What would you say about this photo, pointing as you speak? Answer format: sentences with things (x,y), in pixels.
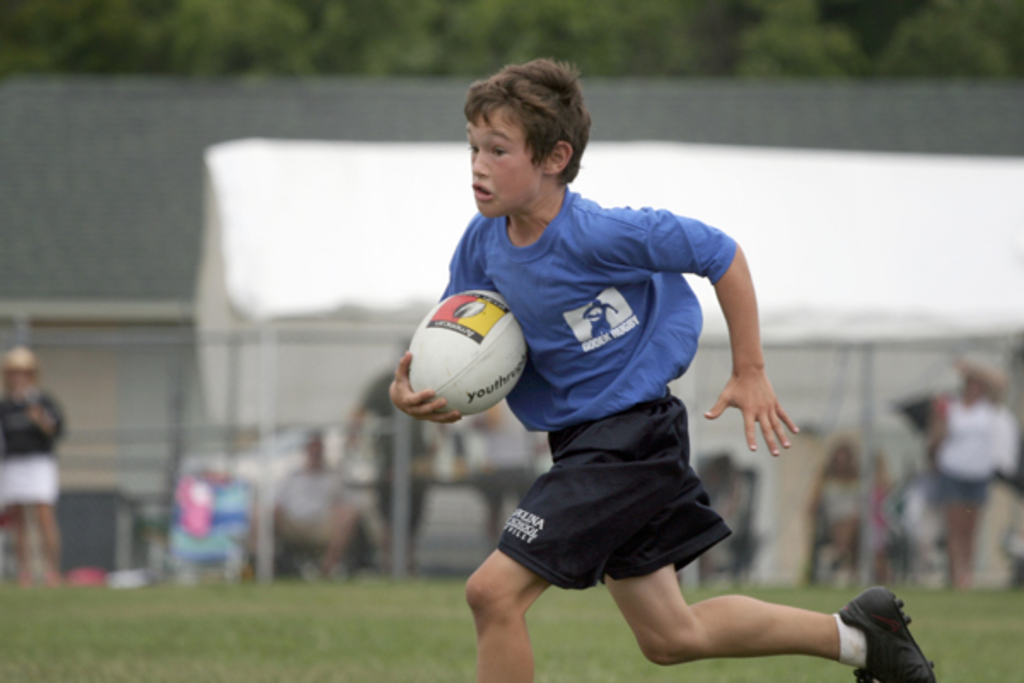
Here we can see a boy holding a ball (501,384) in his hand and running on a foot ball ground (295,613).
